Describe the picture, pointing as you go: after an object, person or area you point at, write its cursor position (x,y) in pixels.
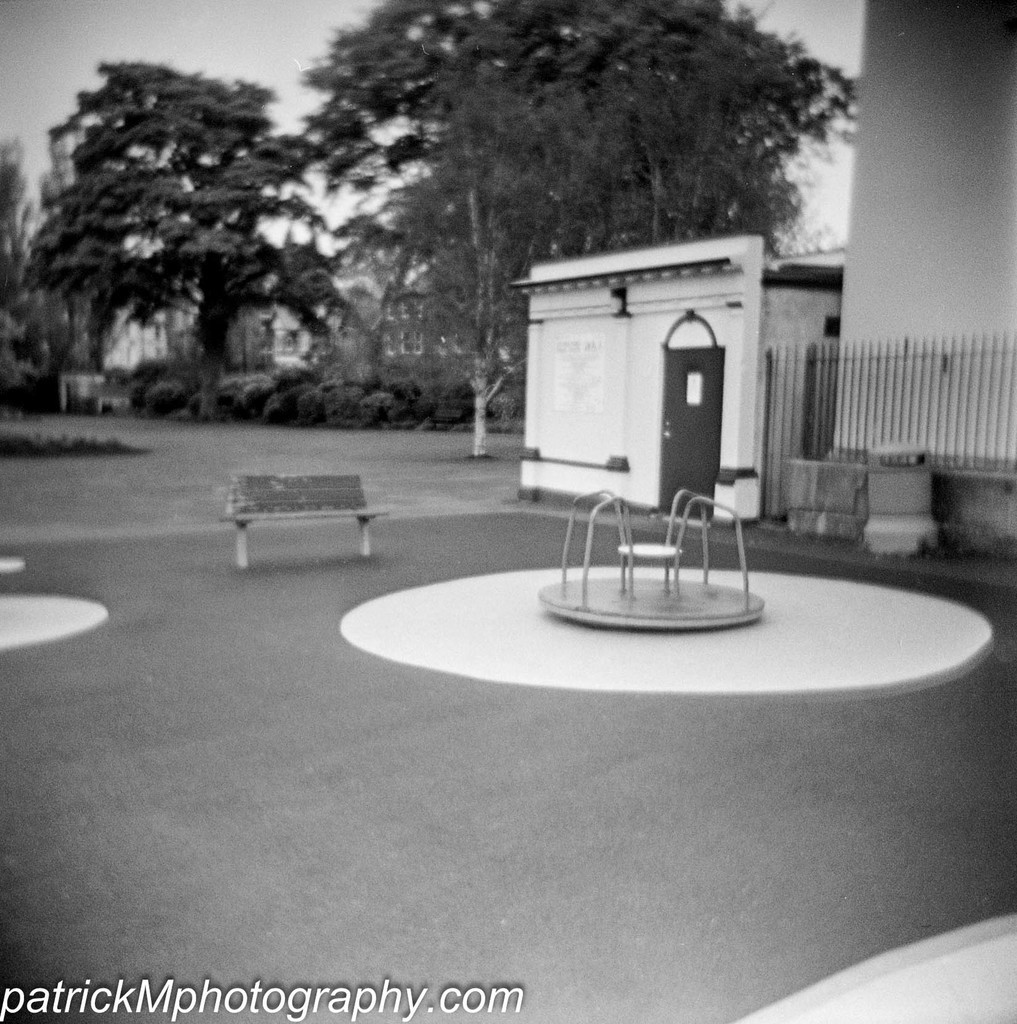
It is a black and white image. I can see a bench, roundabout toy (603,590) and a small house (624,471). In the background (409,208), there are trees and bushes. At the bottom of the image (1,997), this is the watermark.
